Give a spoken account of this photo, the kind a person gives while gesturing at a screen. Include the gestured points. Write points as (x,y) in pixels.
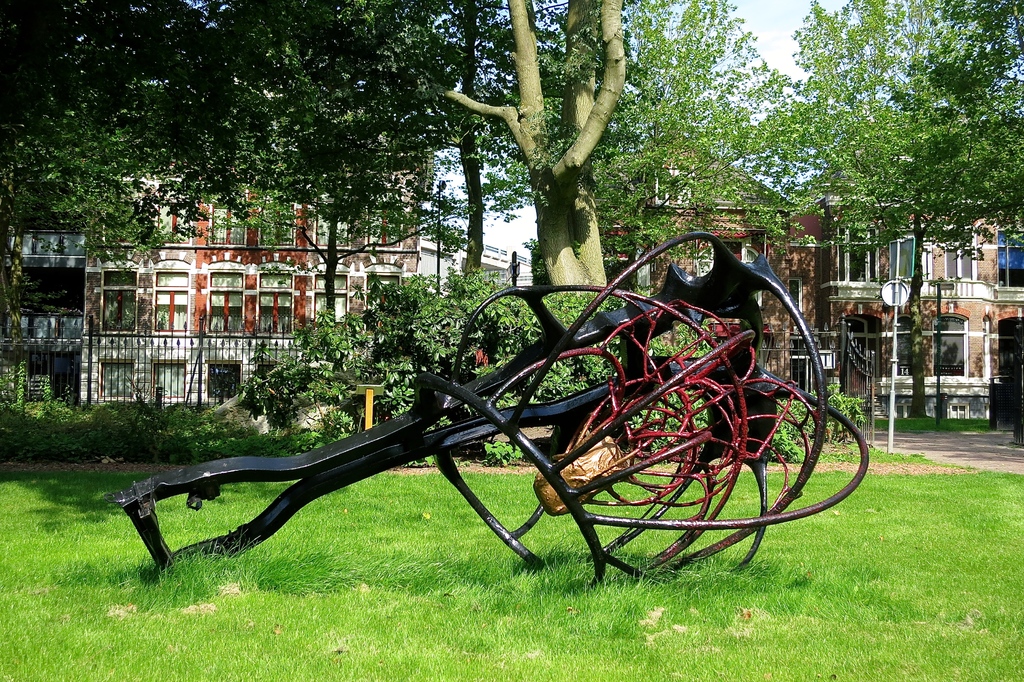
This picture consists of a metal sculpture (600,421) kept on grass (198,556) in the middle (637,331) and I can see trees (716,122) and buildings (989,259), poles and fence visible in the middle (342,246), at the top (764,26) I can see the sky (778,38).
